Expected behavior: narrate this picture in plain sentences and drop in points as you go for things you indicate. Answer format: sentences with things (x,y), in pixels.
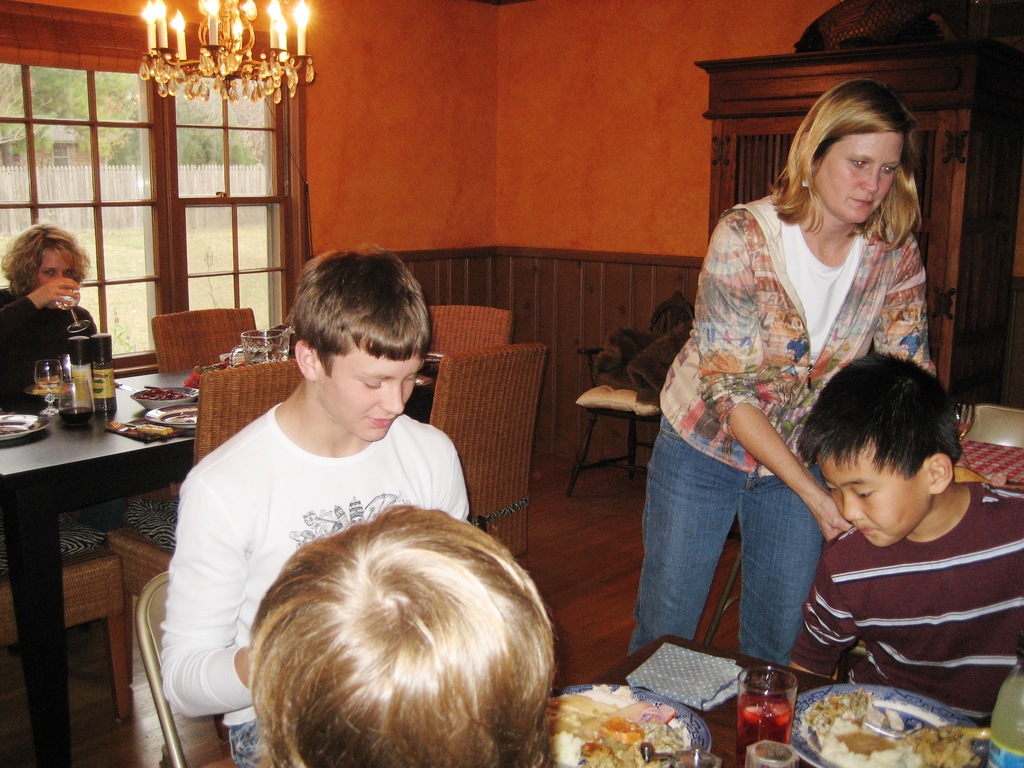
This picture shows a dining room (54,503) where people (300,317) seated and taking their food (587,706) in the plates (666,711) on the table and we see a woman (679,433) standing.
